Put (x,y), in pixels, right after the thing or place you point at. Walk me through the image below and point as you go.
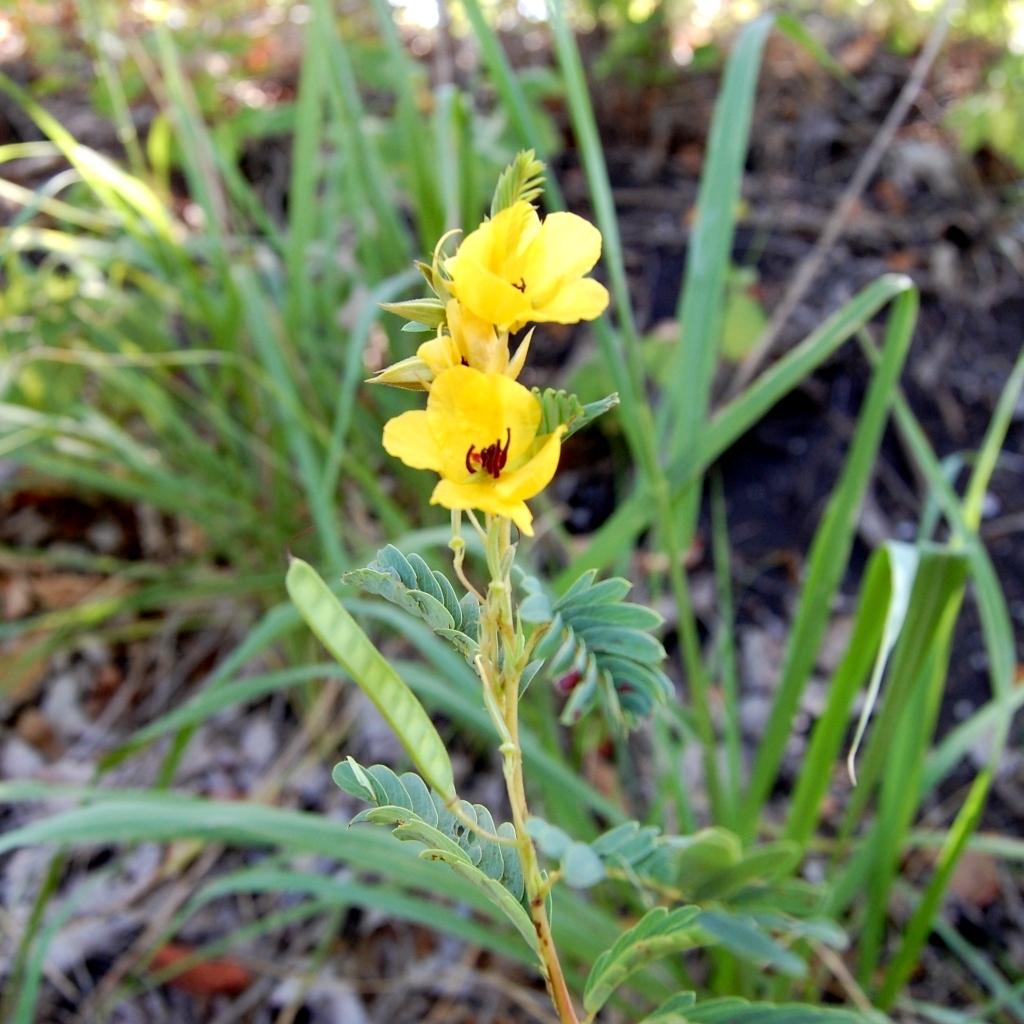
In this image I can see the yellow color flowers (463,458) to the plant (513,813). I can see the grass (473,200) and the blurred background (524,7).
